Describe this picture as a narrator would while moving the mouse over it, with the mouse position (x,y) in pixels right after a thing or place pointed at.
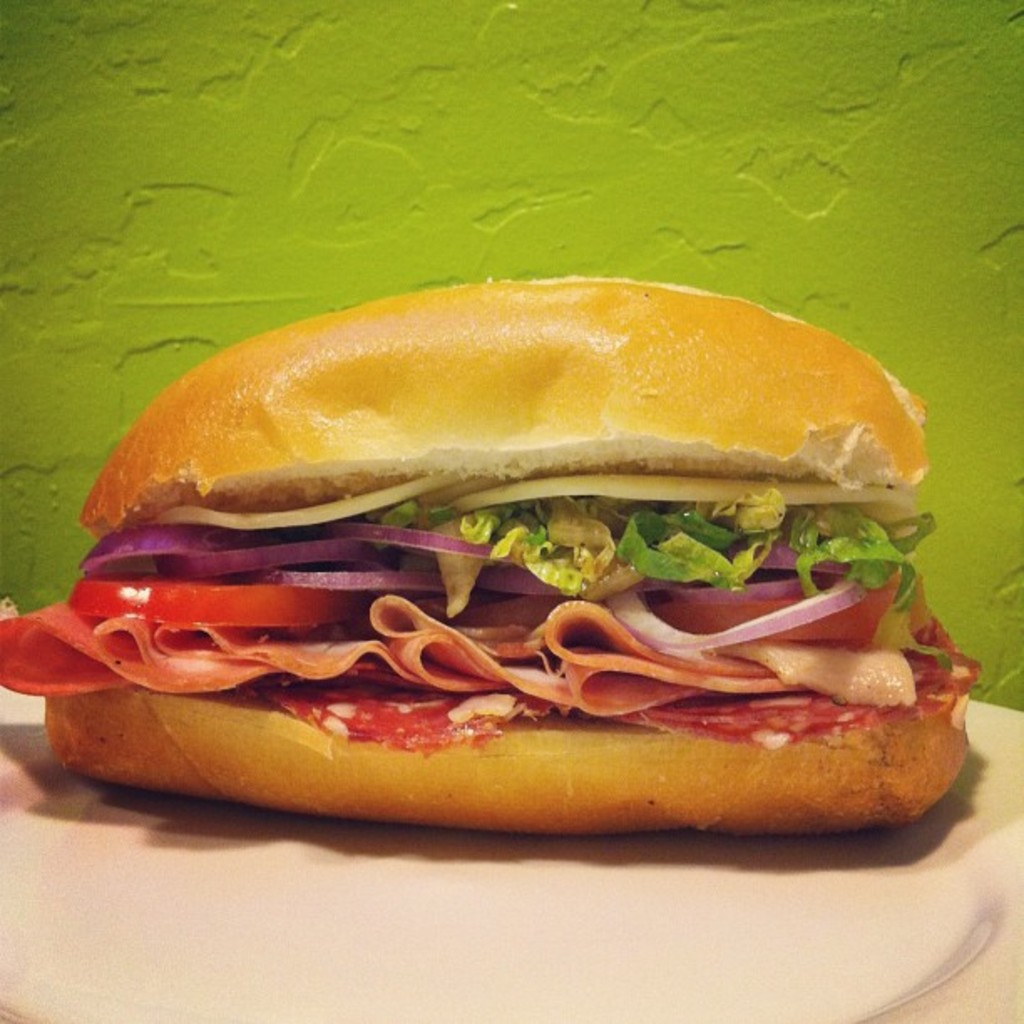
In this picture I can see there is a sandwich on a plate (313,977) and there is a green color wall (371,190) in the backdrop (413,108).
